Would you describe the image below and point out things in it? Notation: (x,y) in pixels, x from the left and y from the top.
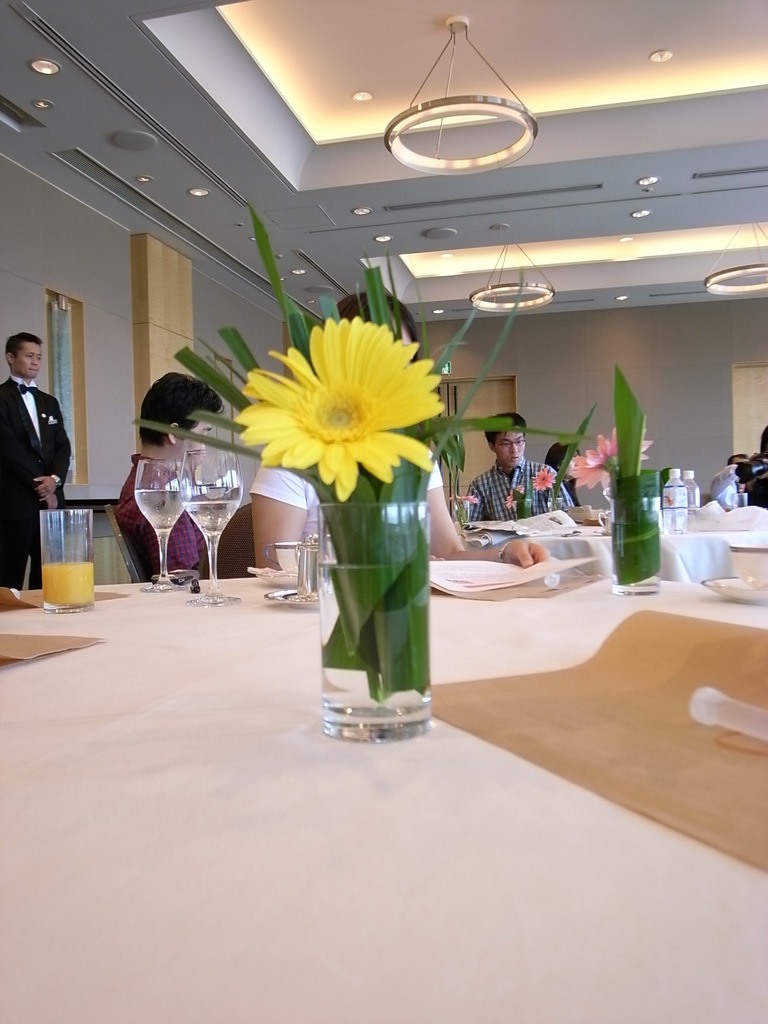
this picture we have some people (162,447) sitting on the chair (225,553) and one person (29,471) is standing at the back side (30,414) in front of them there is a table (428,827) on the table (433,912) we have some glasses (179,496) filled with water (201,527) and juices (79,575) in one glass (376,635) we can see one flower (332,361) and leaves (421,634) like decorative.
